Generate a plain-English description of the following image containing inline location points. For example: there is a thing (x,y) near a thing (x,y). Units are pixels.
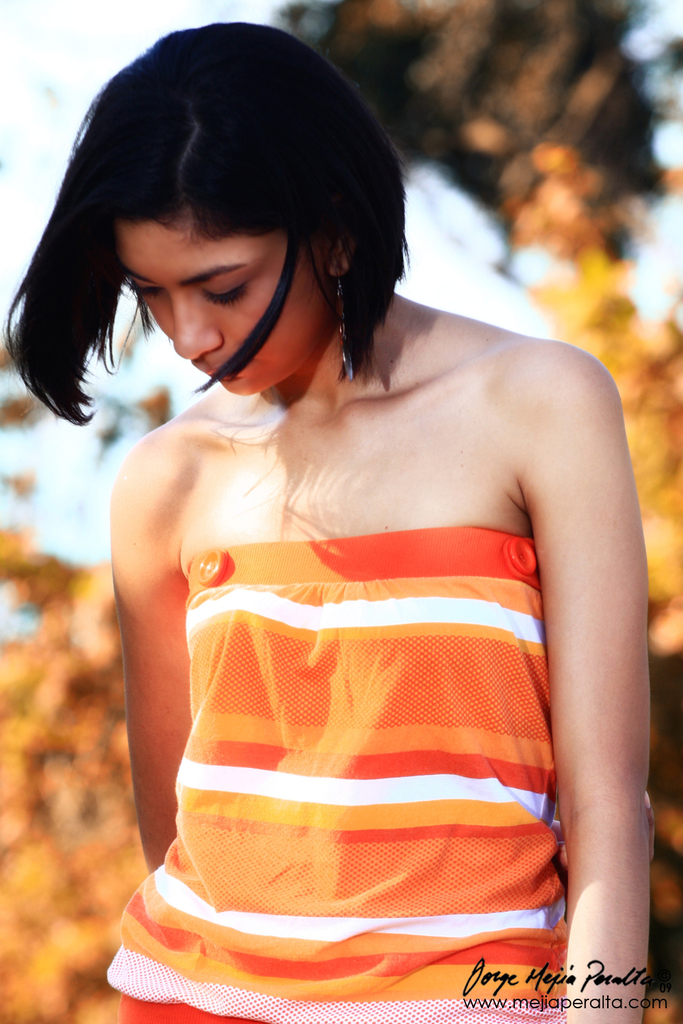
In this image there is a woman (343,475) standing, and there is blur background (6,222) with a watermark (639,988) on the image.
